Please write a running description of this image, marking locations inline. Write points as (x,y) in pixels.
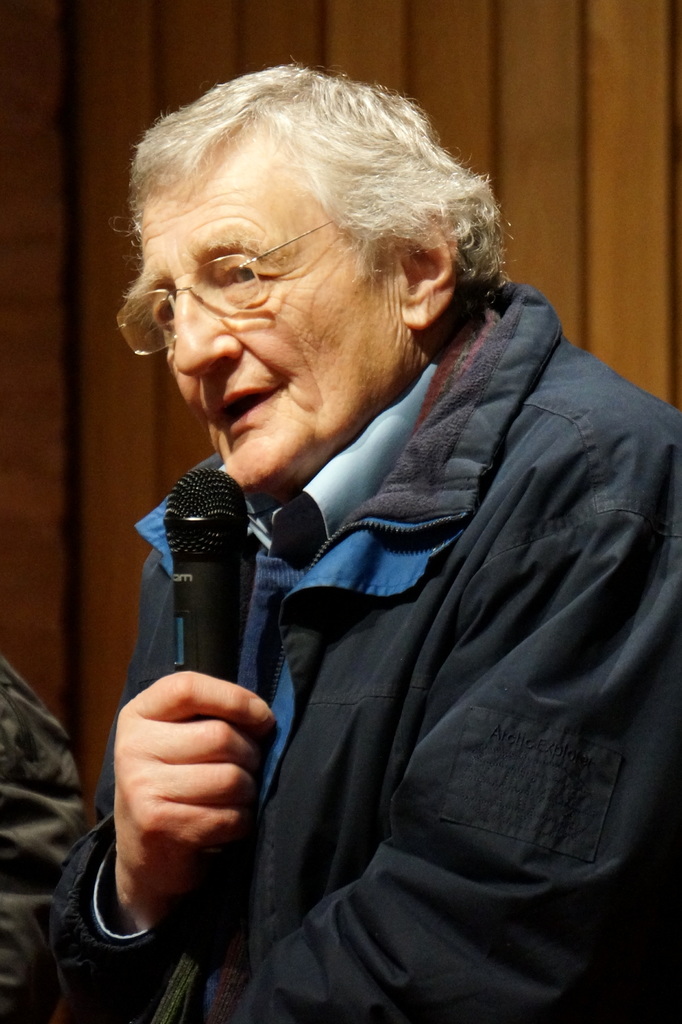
In this picture there is a old person (281,820) speaking, holding the microphone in the right hand (139,762).
